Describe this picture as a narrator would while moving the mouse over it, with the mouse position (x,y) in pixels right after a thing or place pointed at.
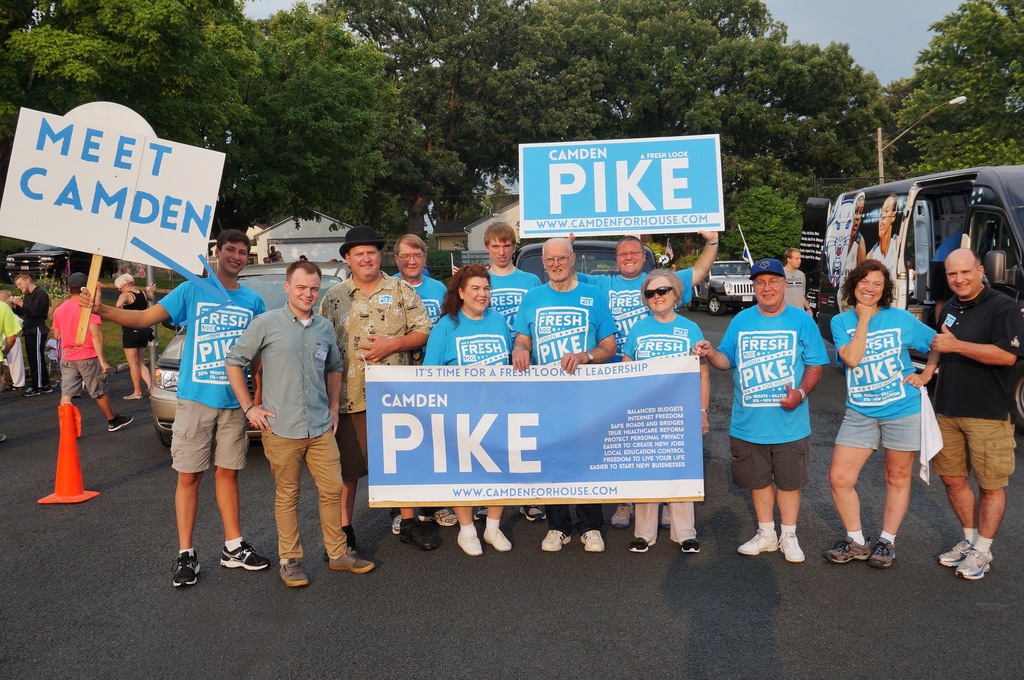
There are few persons (554,315) standing on the road (356,665) and among them few persons (472,327) are holding hoardings (140,182) and a banner (531,482) in their hands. In the background (183,24) there are vehicles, few persons (16,298), trees (669,22), buildings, light poles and sky (873,23).
